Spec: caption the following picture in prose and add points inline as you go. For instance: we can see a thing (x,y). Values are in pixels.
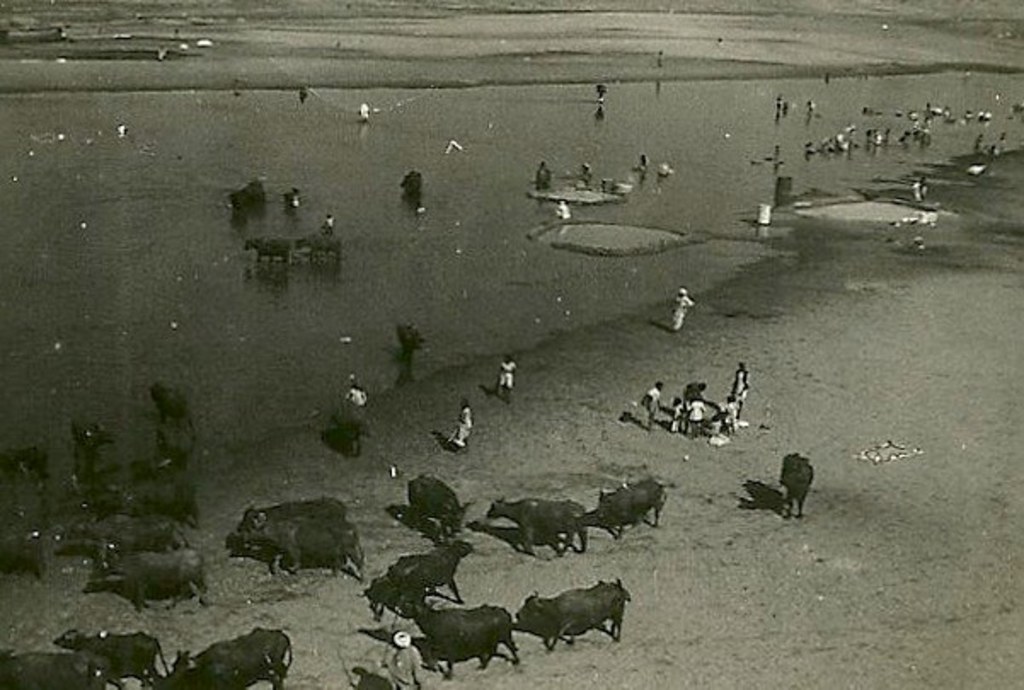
In this image I can see number of animals (301,551) and number of people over here. I can also see this image is black and white in colour.
